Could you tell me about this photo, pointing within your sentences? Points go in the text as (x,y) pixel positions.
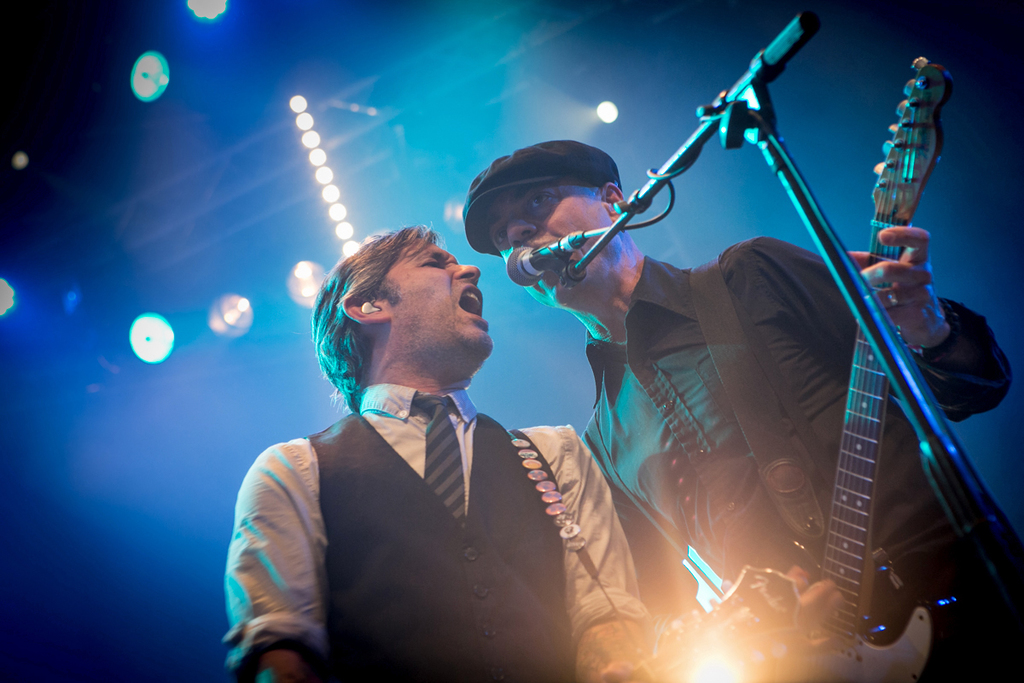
There are two people (469,406) standing and singing a song. They are playing guitars (781,635). This is a mic (552,268) attached to the mike stand (959,476). These are the show lights (213,0) at the top (343,227). This looks like a stage show.
